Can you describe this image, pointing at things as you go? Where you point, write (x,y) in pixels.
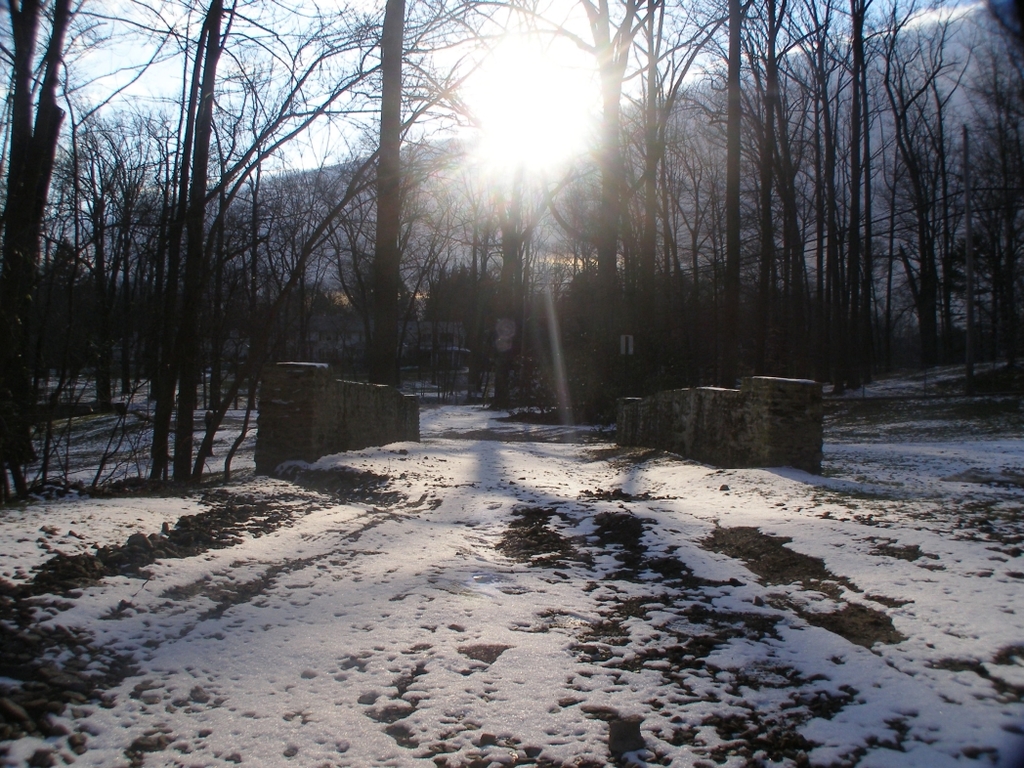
In this picture we can see snow (677,760) on the ground (428,449), trees (149,269) and in the background (122,70) we can see the sky (588,84).
